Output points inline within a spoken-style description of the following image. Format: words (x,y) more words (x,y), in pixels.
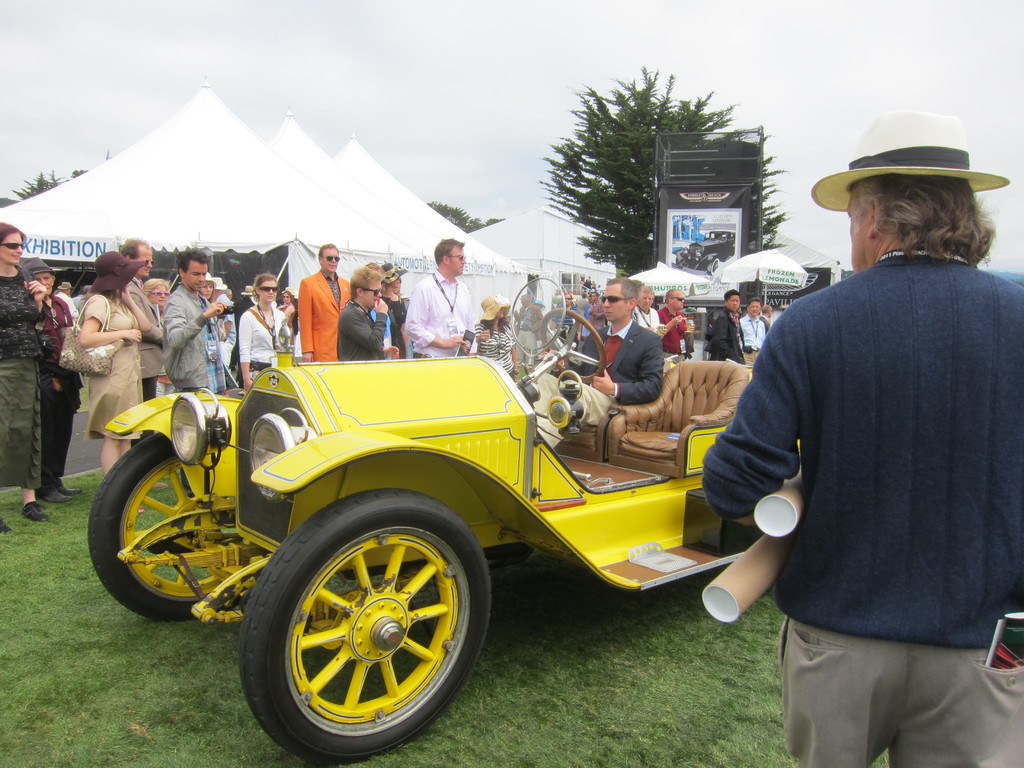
In this image we can see car (565,505), persons (413,355), tents (531,225), trees (569,193), umbrellas (656,267), advertisement (687,223), sky (576,77) and clouds (357,55).
